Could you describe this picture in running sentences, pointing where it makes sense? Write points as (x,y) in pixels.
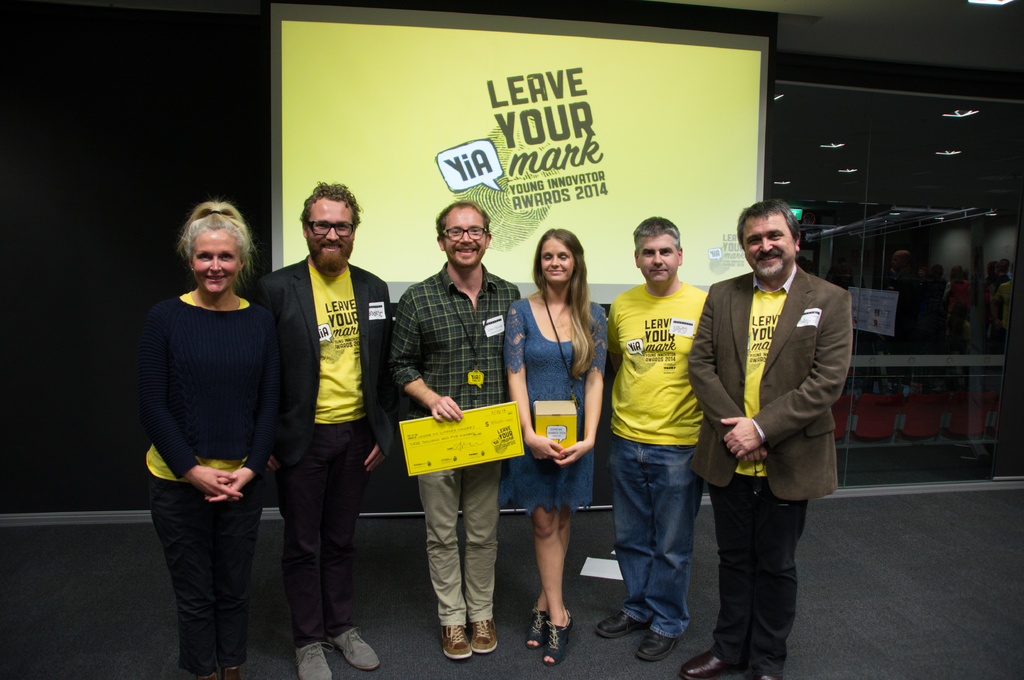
In this image we can see few people (411,401) standing. Some are holding something in the hand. Two persons (354,238) are wearing specs (317,232). Some are wearing badges (383,305). In the back (614,116) there is a screen (492,129) with text (529,143). In the background (949,411) it is dark and we can see few chairs (936,395) and few people (906,273). On the ceiling (865,157) there are lights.
